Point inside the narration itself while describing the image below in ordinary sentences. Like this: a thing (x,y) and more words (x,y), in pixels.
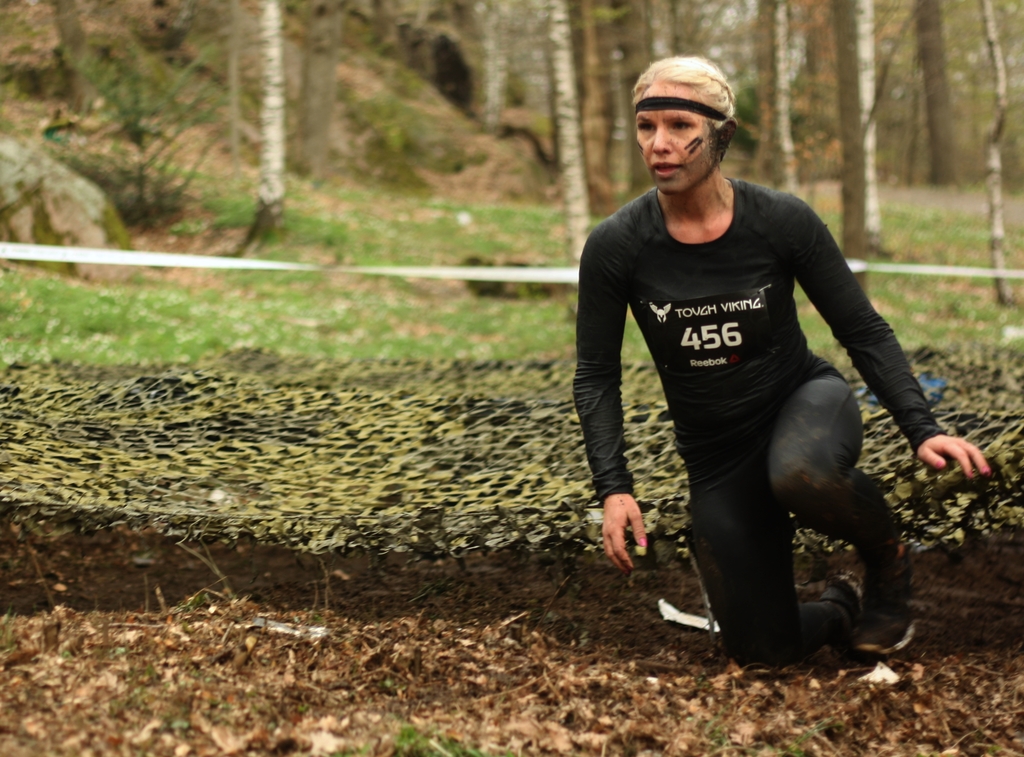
In this image, we can see a person (629,266) and the ground (484,348) with some objects (253,409). We can also see some grass (194,313), plants (186,106) and trunks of trees (899,90). We can also see a white colored object (157,262).
